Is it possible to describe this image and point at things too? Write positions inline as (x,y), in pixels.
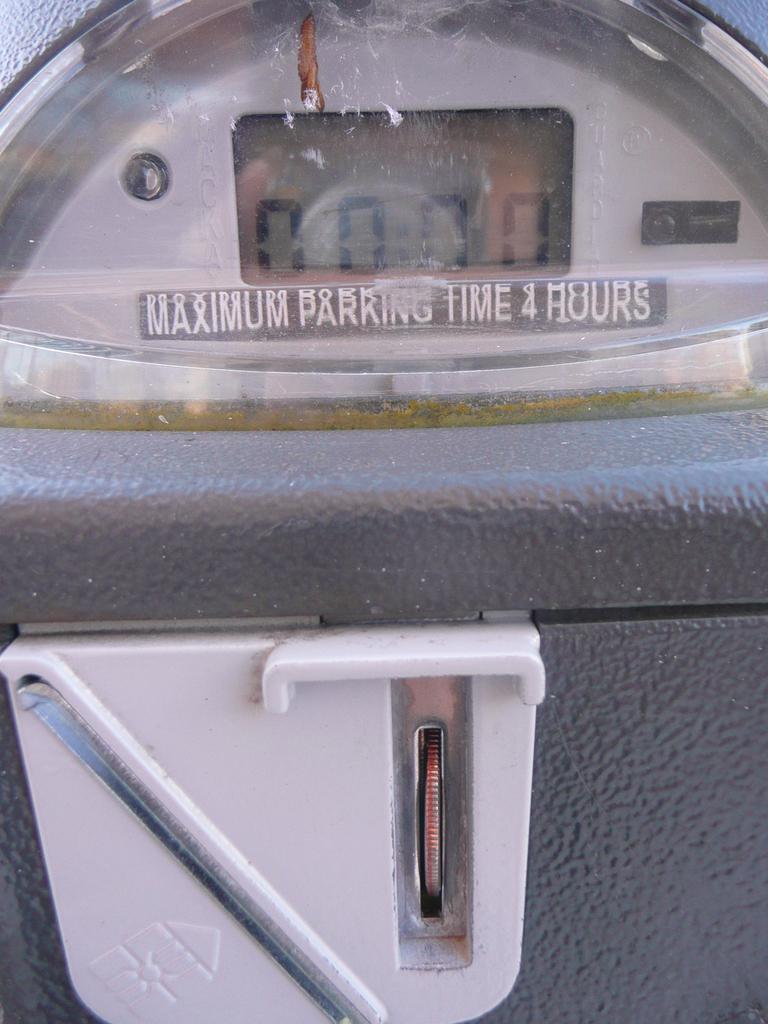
In the image we can see there is a meter (293,267) on which it's marked as four zeros. On its written "Maximum Parking Time 4 Hours" and there is a coin dropper (446,886) in which there is a coin (435,827) inserted.
